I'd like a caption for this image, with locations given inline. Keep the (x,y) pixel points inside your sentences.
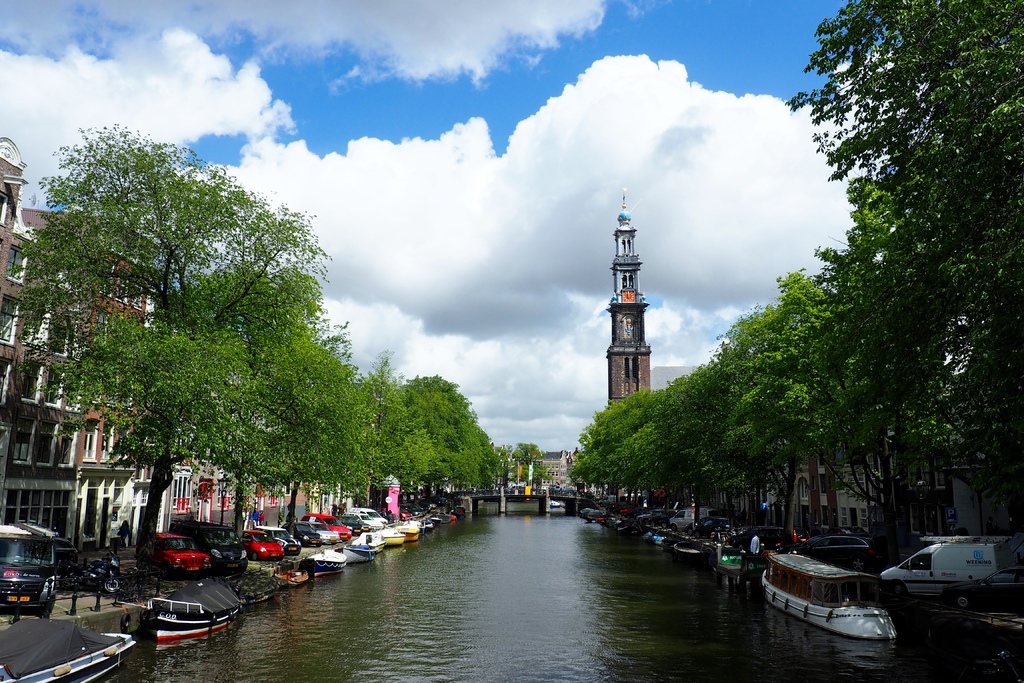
In this image I can see the water (497,586), few boats (228,606) which are black, white and blue in color on the surface of the water (662,588), number of vehicles (215,563) on either side of the water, few buildings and few trees (647,452) on either side of the water (499,516). In the background (544,496) I can see a bridge (523,495), few buildings (566,457), a tower (635,362) and the sky (486,187).
